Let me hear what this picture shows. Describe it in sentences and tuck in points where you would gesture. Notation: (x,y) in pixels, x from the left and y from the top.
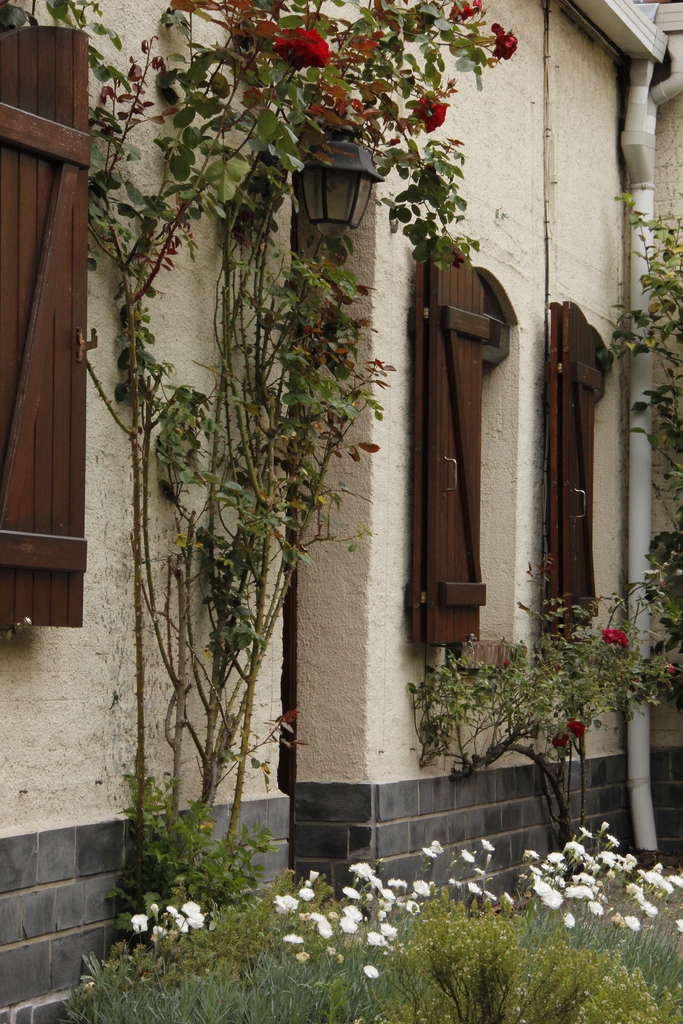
This image is clicked outside. There is building (551,441) in the middle (454,584). There are plants (330,968) at the bottom (334,959). There are flowers (361,864) to the plants (237,943).
